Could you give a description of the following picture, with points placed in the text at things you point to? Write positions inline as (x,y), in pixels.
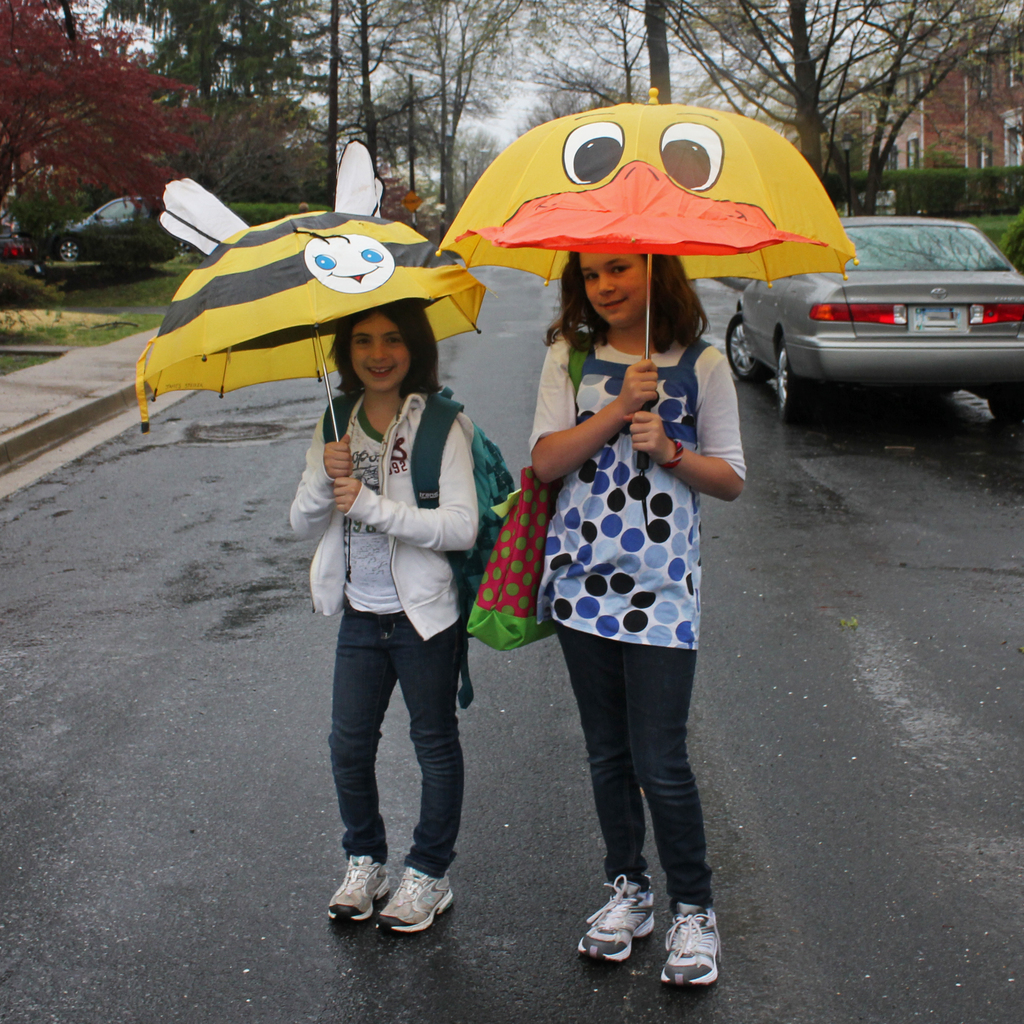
In this picture we can see there are two girls (373,570) standing on the road (303,964) and the girls (393,669) are holding the umbrellas (303,320). Behind the girls (605,383) there are cars (79,247), trees (860,112), a building (924,125) and the sky (529,69).
